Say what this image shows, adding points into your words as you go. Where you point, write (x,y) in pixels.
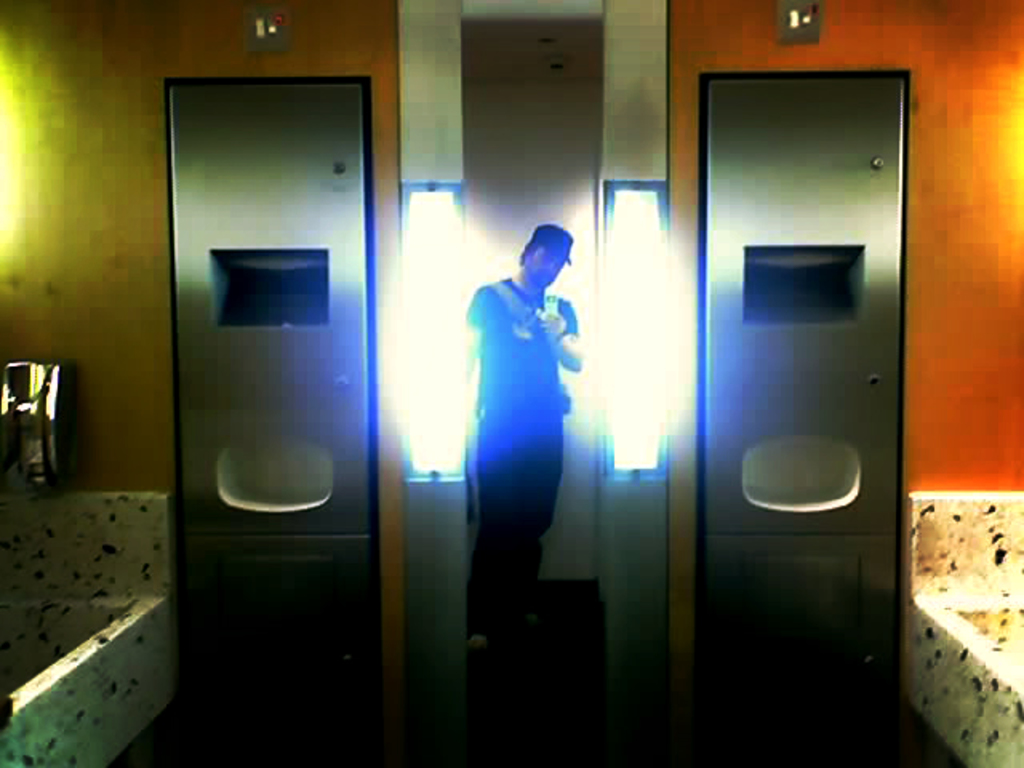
In this image we can see a man (520,321) is wearing black color dress (492,408) and holding camera (551,310) in his hand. To the both sides of the image, sink (87,511) and door like thing (751,384) is present.
